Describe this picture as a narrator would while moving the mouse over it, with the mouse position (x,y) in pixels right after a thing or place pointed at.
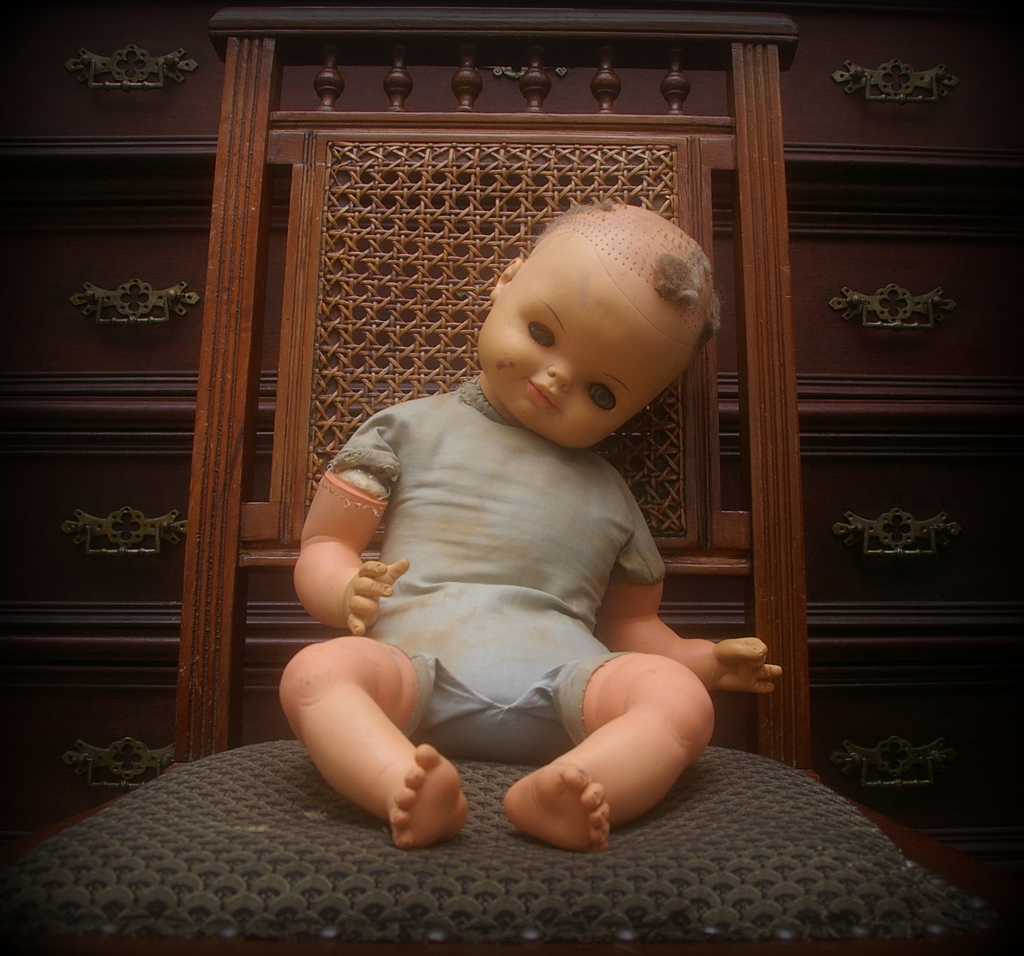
In this image we can see a toy (578,395) and a chair (756,380). In the background of the image (135,474) there is a wooden background (882,51).
